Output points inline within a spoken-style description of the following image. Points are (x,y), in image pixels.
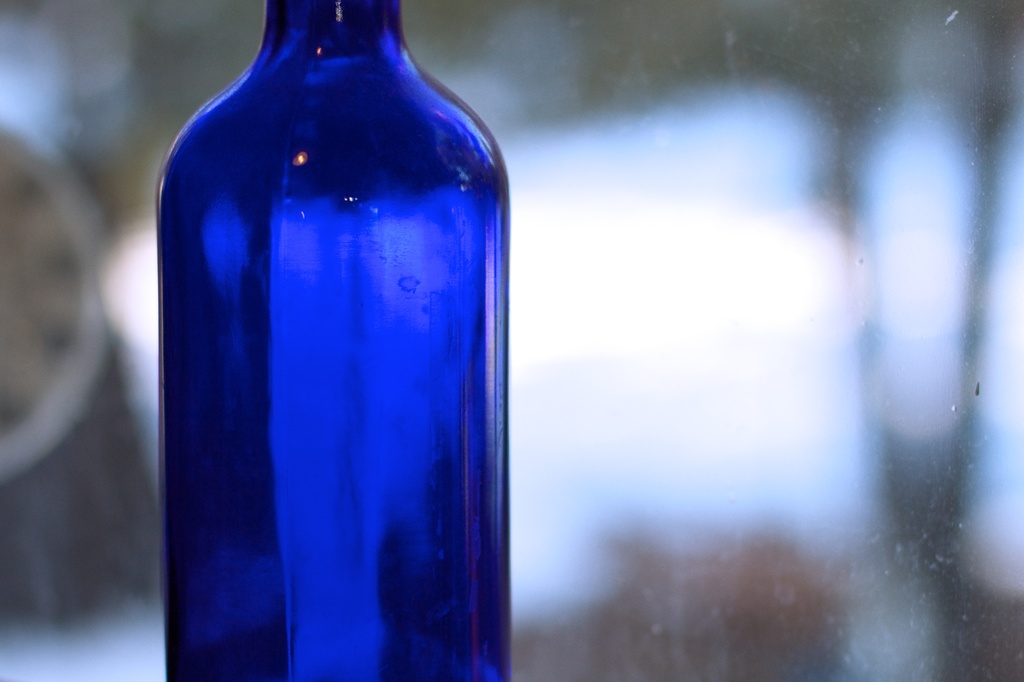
In this picture we can see a blue bottle (235,385). Background (562,576) is blurry.
